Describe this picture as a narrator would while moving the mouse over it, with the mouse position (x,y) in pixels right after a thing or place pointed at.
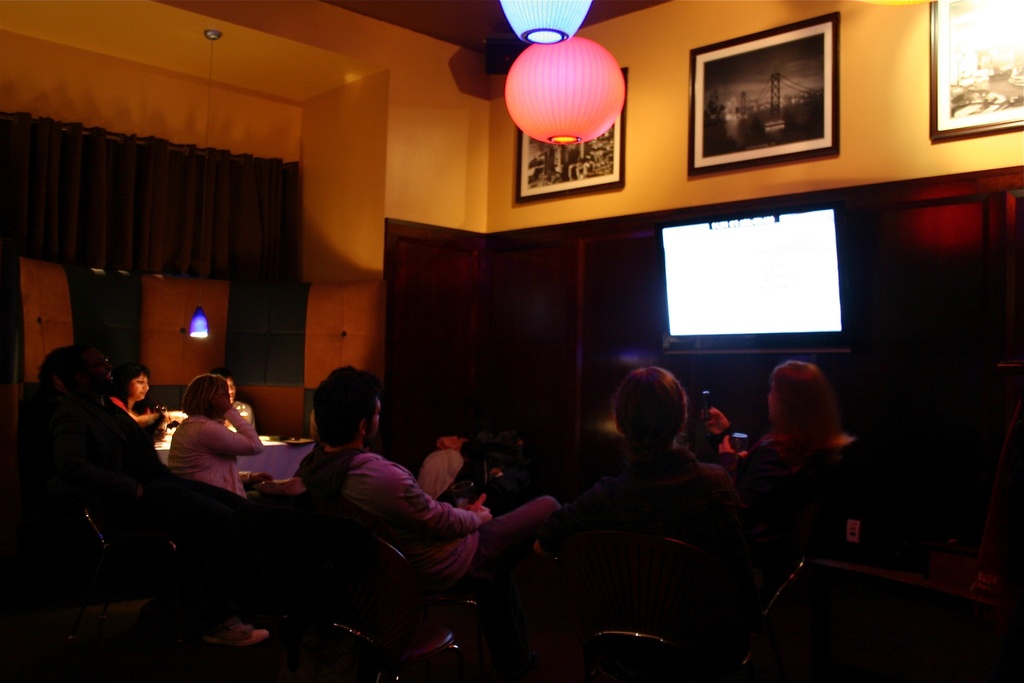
This picture describes about group of people (330,480), they are seated on the chairs (591,590), in front of them we can see a monitor (754,237) and paintings (808,113) on the wall (681,105), and also we can see lights (585,75).
